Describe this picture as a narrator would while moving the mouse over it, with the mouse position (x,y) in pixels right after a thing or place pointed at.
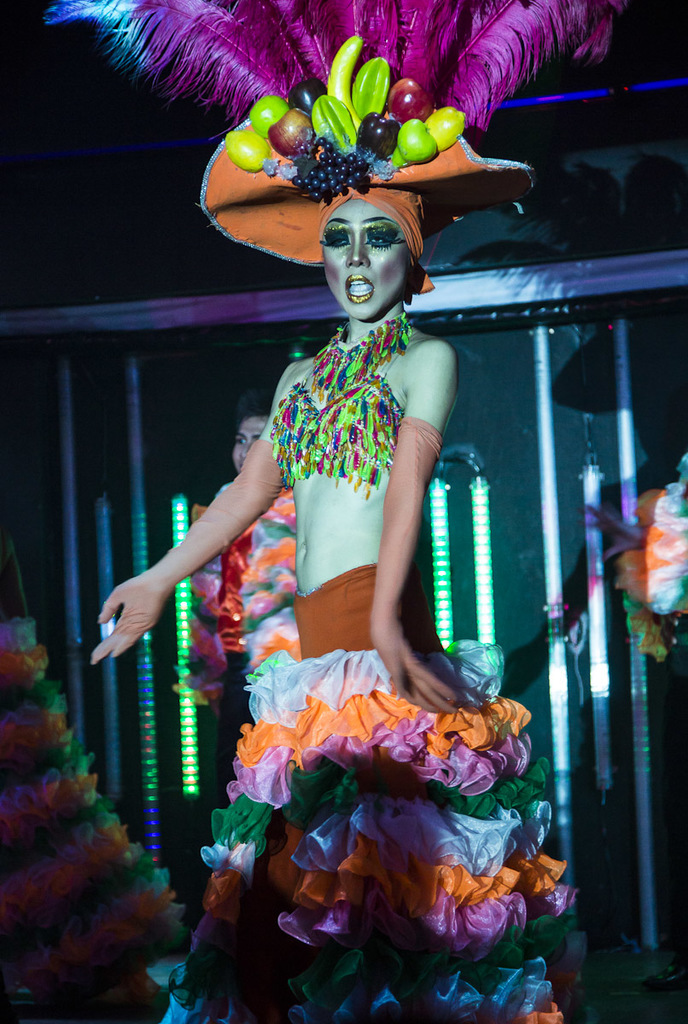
In the center of the image (400,616) a lady (388,392) is standing and wearing a hat (326,163). In the background of the image (319,319) we can see a wall (484,425) and lights (484,552) are present.
